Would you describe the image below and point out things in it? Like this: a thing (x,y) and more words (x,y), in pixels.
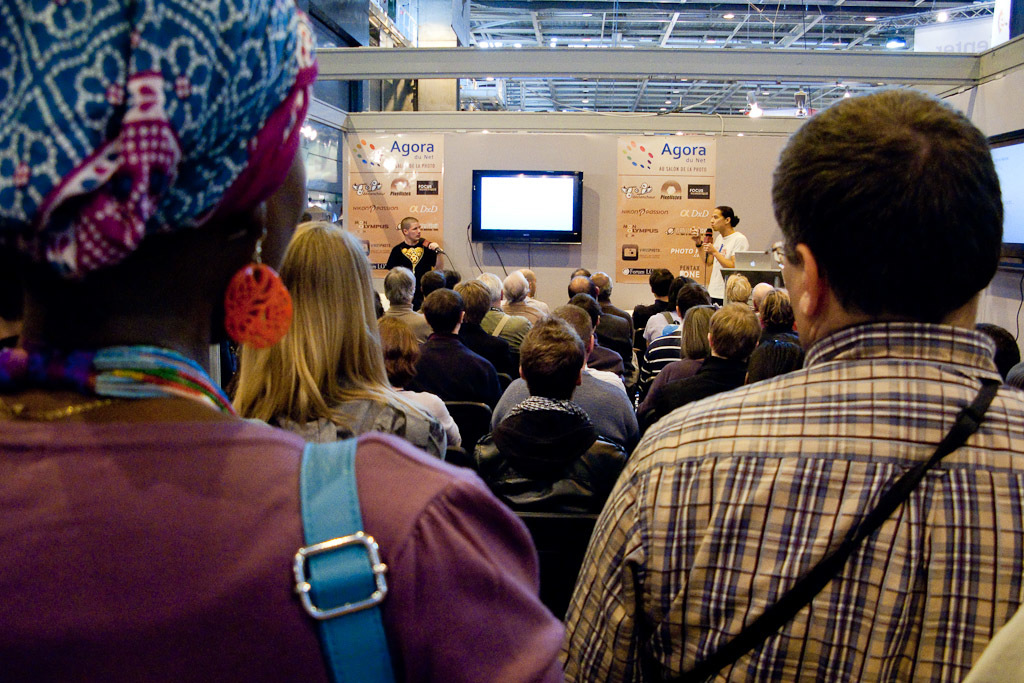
In this image we can see these people (375,457) here and these persons (672,279) are sitting on the chairs (469,464). In the background (432,270), we can see these two persons (408,232) are holding mics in their hands (708,251) and standing, here we can see a podium (736,273) on which laptop (758,254) is kept, here we can see banners (652,197) on the wall (732,166) and here we can see the monitors (529,223) and the ceiling (727,108).
